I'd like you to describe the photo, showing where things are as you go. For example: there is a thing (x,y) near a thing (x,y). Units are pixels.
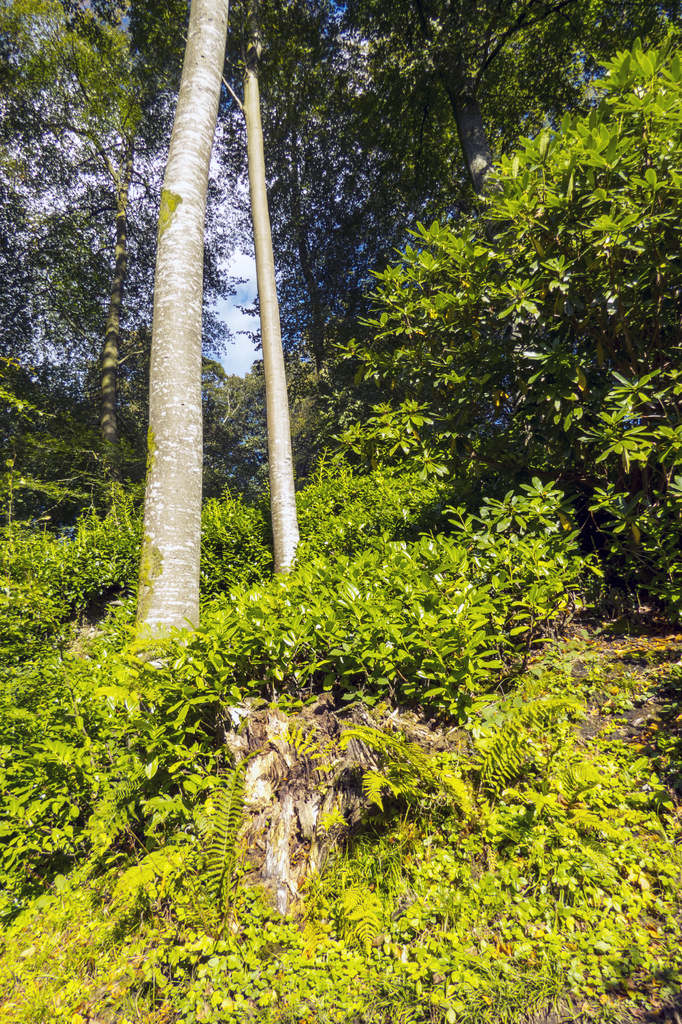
In this image there is the sky (220,226) towards the top of the image (268,136), there are trees (92,104) towards the top of the image (184,325), there are tree trunks (179,280) towards the top of the image (174,288), there are plants (407,846) towards the bottom of the image (217,875).
